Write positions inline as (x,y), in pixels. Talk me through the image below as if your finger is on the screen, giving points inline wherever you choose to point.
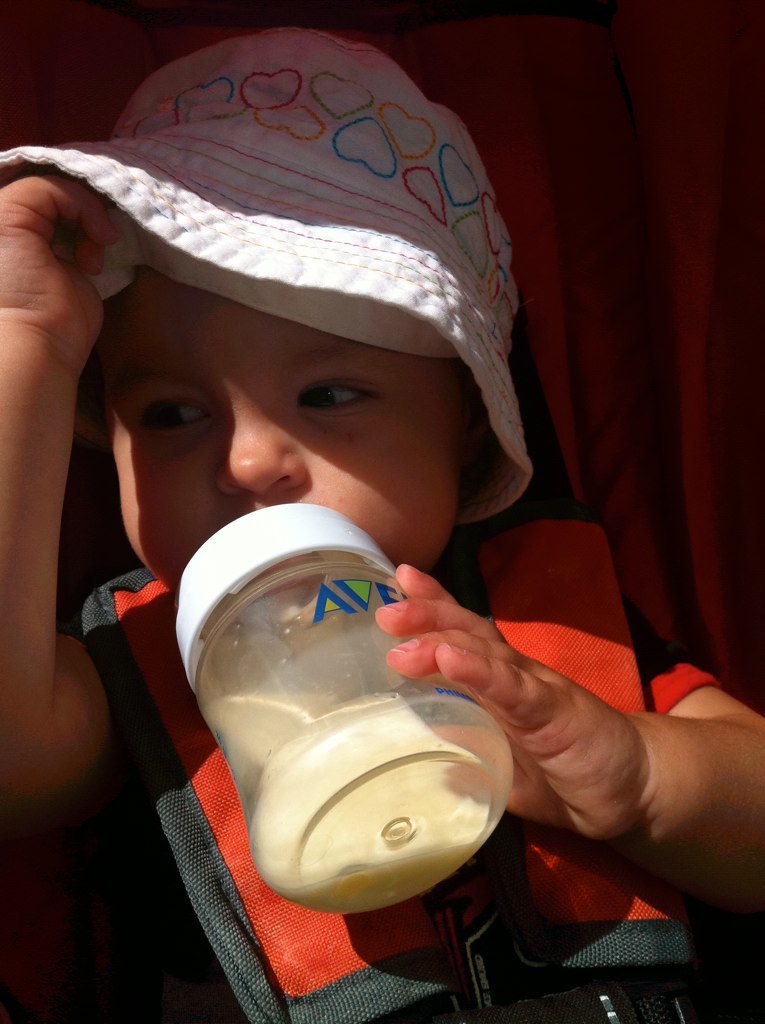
In this image we can see a kid (355,359) wearing the cap (470,229) and also holding the milk bottle (413,736). In the background (558,211) we can see the curtain (624,216).
